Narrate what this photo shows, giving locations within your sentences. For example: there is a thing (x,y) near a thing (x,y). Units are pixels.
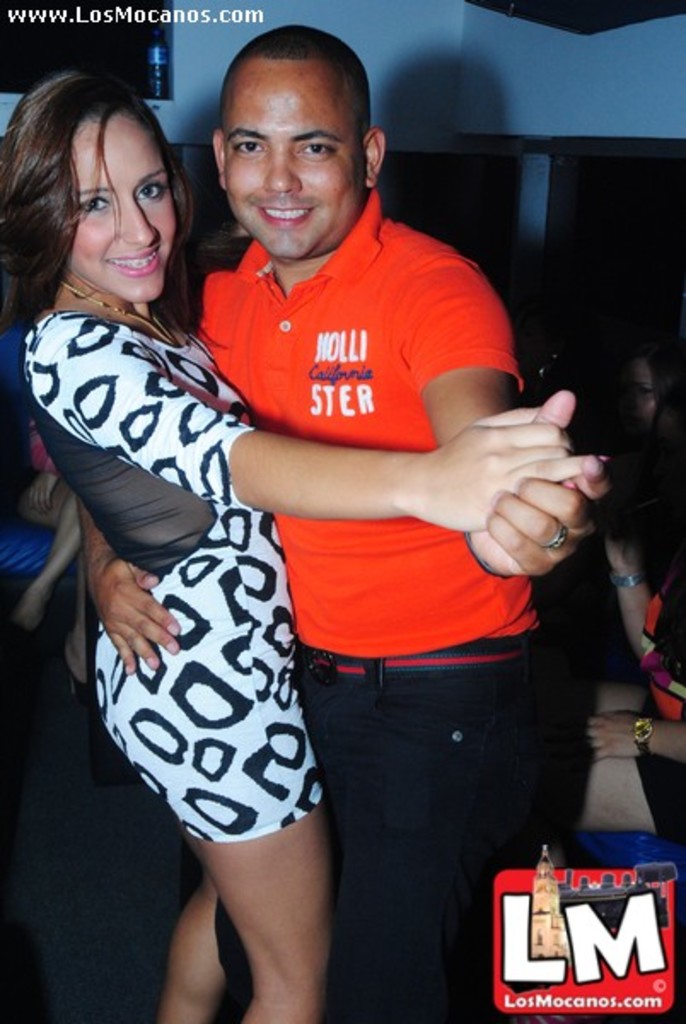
In this image I can see two persons (55,403) standing. The person (388,364) at right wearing orange color shirt (434,353), black pant (450,735) and the person (277,719) at left (146,666) wearing white and black color dress (179,679), at the back (426,18) I can see wall (426,18) in white color.
